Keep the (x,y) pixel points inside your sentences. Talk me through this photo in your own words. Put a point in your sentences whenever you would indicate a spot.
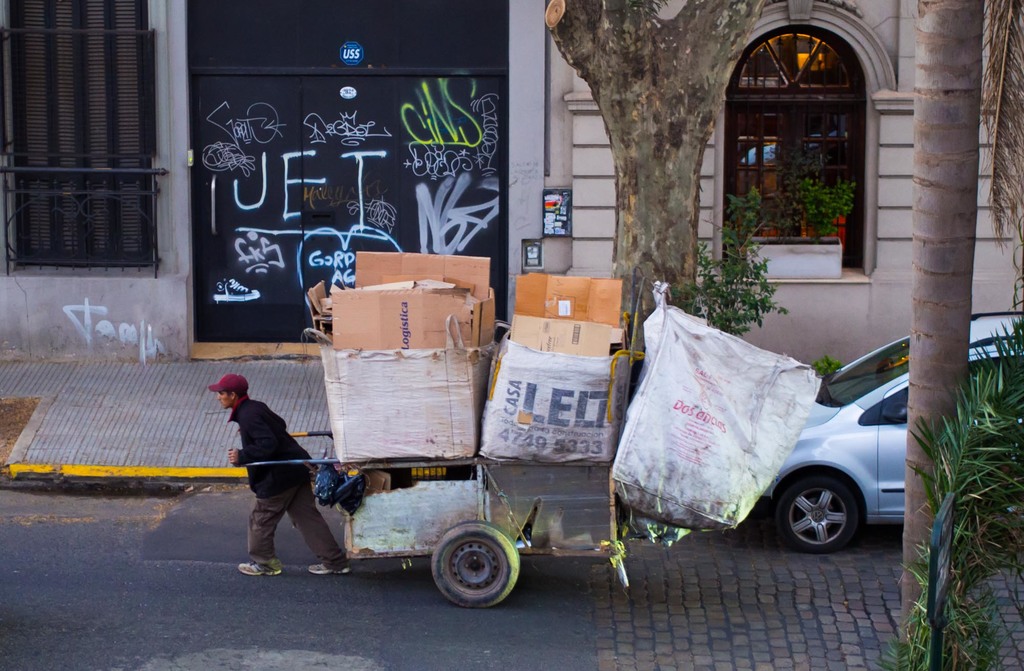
Here I can see a man (263,505) holding a trolley (296,461) in the hands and walking on the road (131,623) towards the left side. On the trolley (392,480) I can see few bags (462,387). On the right side (854,453), I can see a car (831,474) and also a tree trunk (943,362). In the background (425,195) there is a building (307,174) and a tree (648,68).
